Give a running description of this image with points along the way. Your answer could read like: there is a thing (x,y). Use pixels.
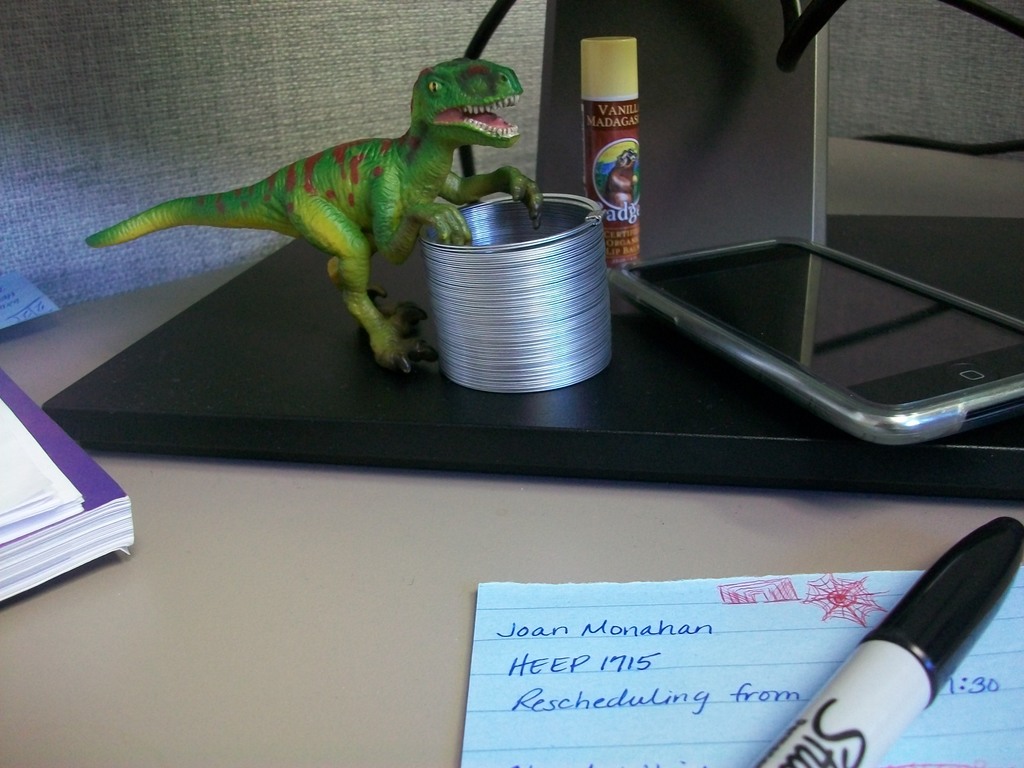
In this image we can see a paper (577,718) on which we can see some note (693,654) is written, we can see the pen (840,695), a book (65,536), mobile phone (865,330), a toy (404,366) and few more things (510,383) are kept on the surface (862,508).
